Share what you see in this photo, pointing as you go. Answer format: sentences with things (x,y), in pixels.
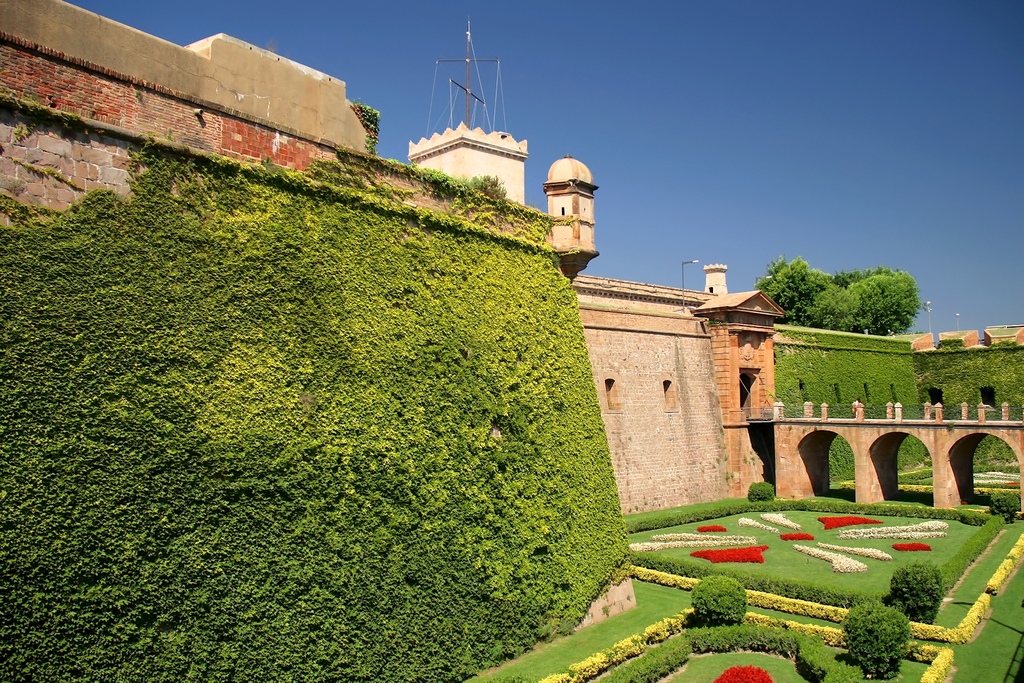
This picture is clicked outside. In the foreground (690,629) we can see the grass (675,589) and the plants (697,619). In the center (577,252) there is a building (574,215). In the background (519,53) we can see the sky (439,10), metal rods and trees (804,317).
